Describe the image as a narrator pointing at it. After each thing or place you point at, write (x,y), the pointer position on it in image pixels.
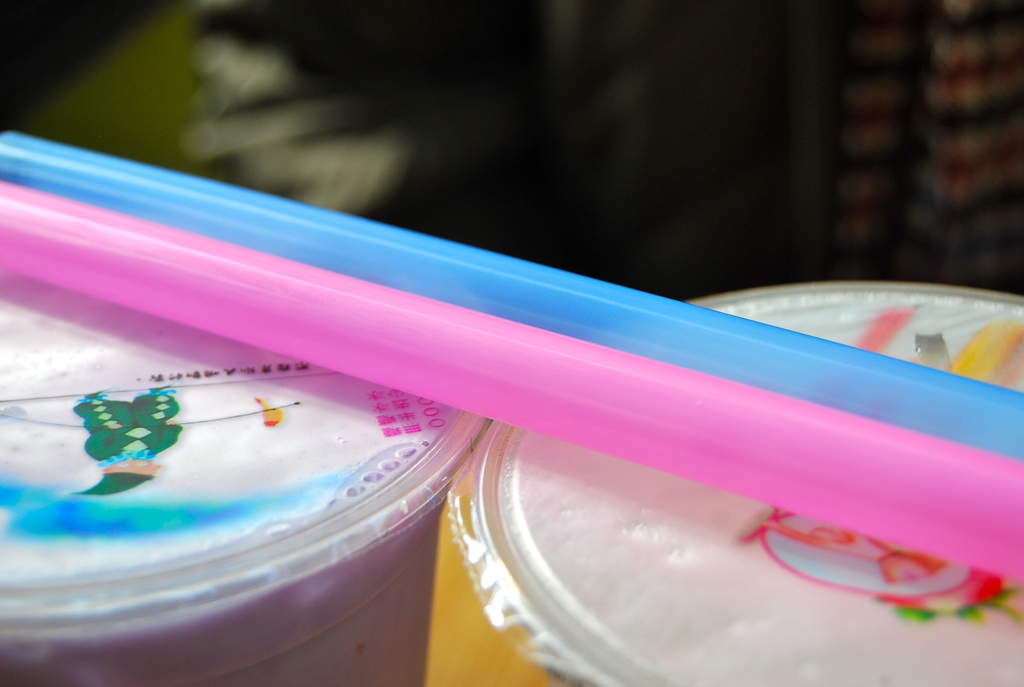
In this image I can see two plastic boxes (416,531) and on it I can see two straws (503,364). I can see colour of these straws (393,295) are pink and blue.
